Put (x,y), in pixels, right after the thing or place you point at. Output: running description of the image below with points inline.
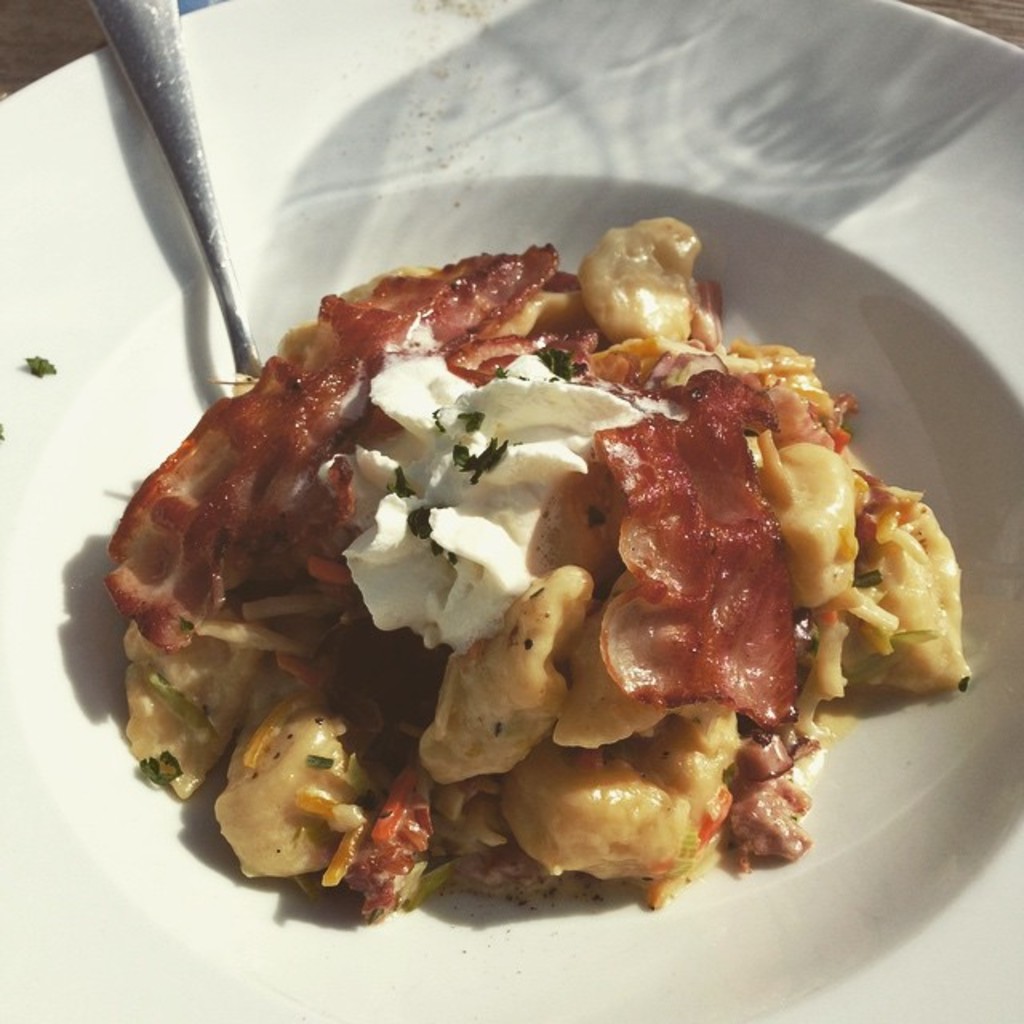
In this picture we can see a white colour plate (339,128) with spoon (180,176) in which there is a food (468,596).
